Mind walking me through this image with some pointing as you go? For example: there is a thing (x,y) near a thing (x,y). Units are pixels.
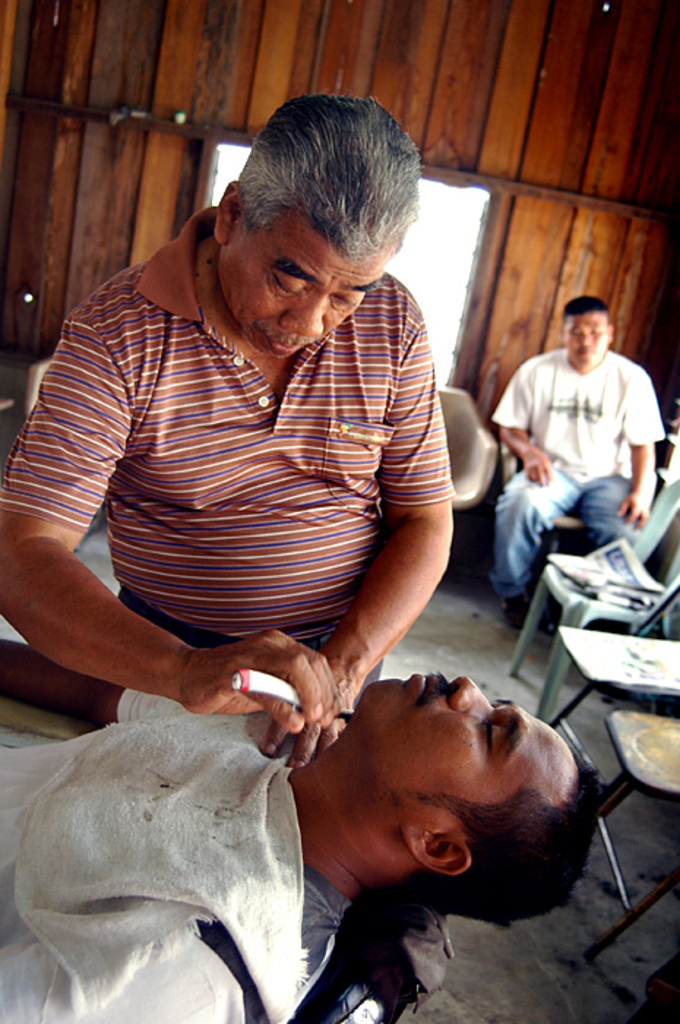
In this image I can see people (262,424), chairs (572,523), newspaper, floor (617,814), wooden wall (547,11), window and objects (284,688). Among them two people (431,740) are sitting on chairs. One person (222,392) is holding an object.
